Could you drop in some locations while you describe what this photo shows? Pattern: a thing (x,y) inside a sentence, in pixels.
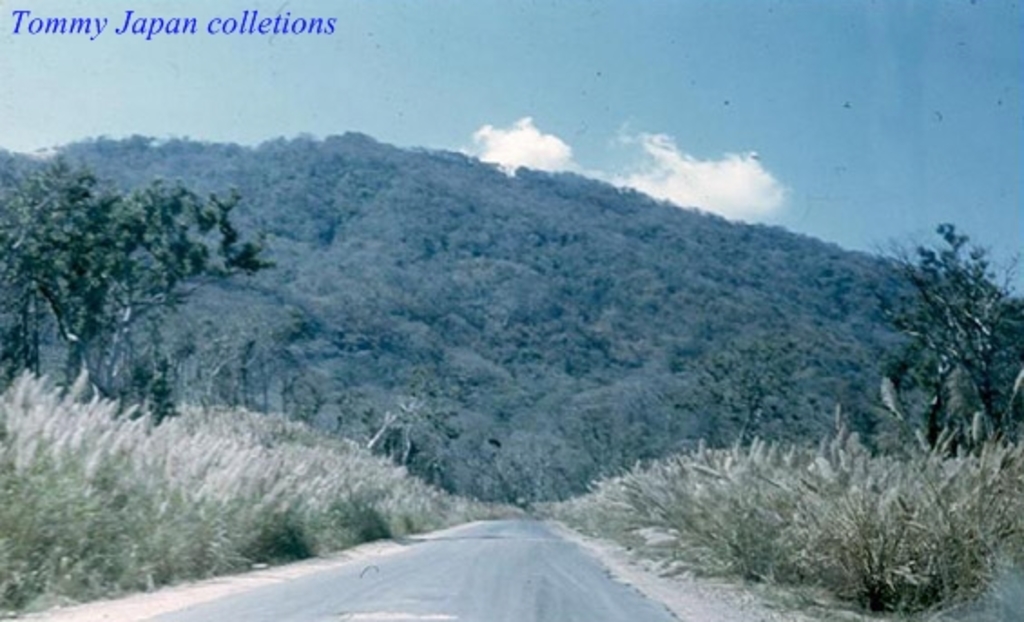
In this image there are trees (411,360). There is dry grass (735,520) and the sky (690,150) is cloudy.
